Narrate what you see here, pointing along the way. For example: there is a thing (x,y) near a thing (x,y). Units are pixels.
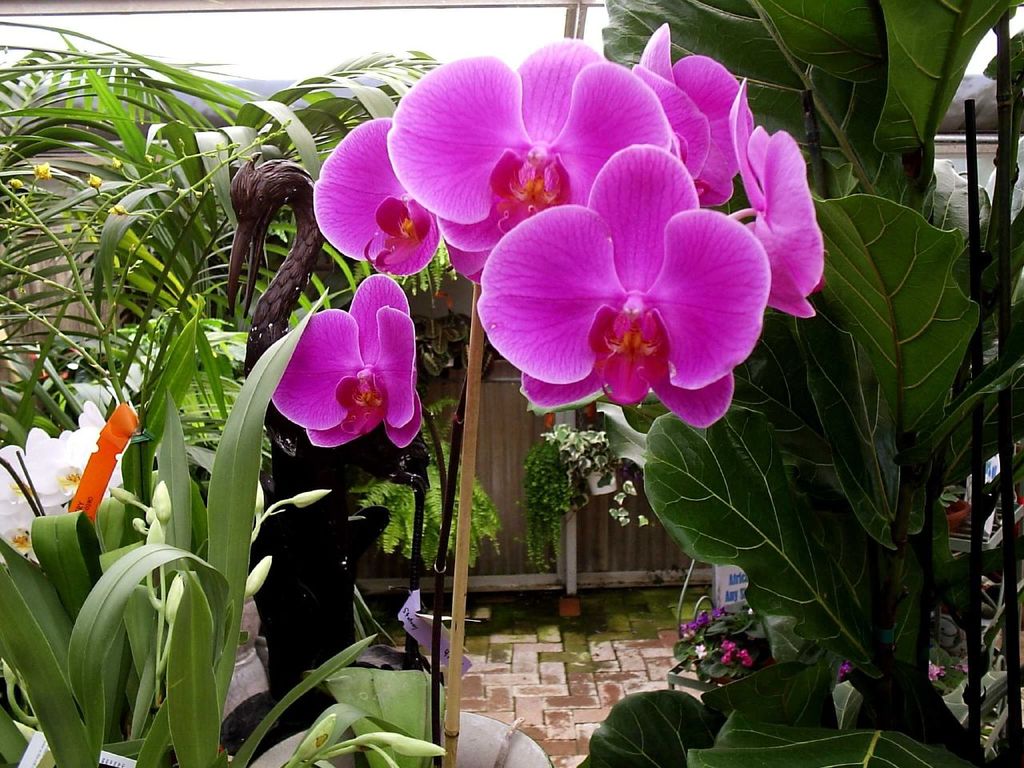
In this image I can see few flowers (801,253) in purple and white color. Background (299,34) I can see trees (117,350) in green color and sky (282,28) in white color.
